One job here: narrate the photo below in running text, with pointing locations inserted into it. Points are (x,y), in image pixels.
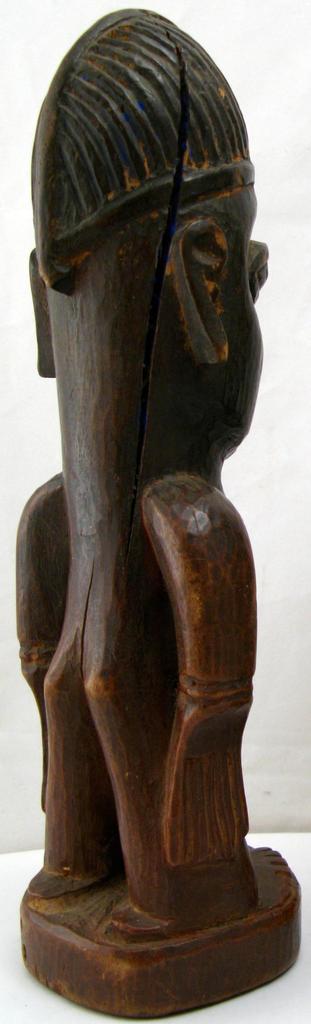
As we can see in the image, there is a sculpture (154,386) with brown color.
